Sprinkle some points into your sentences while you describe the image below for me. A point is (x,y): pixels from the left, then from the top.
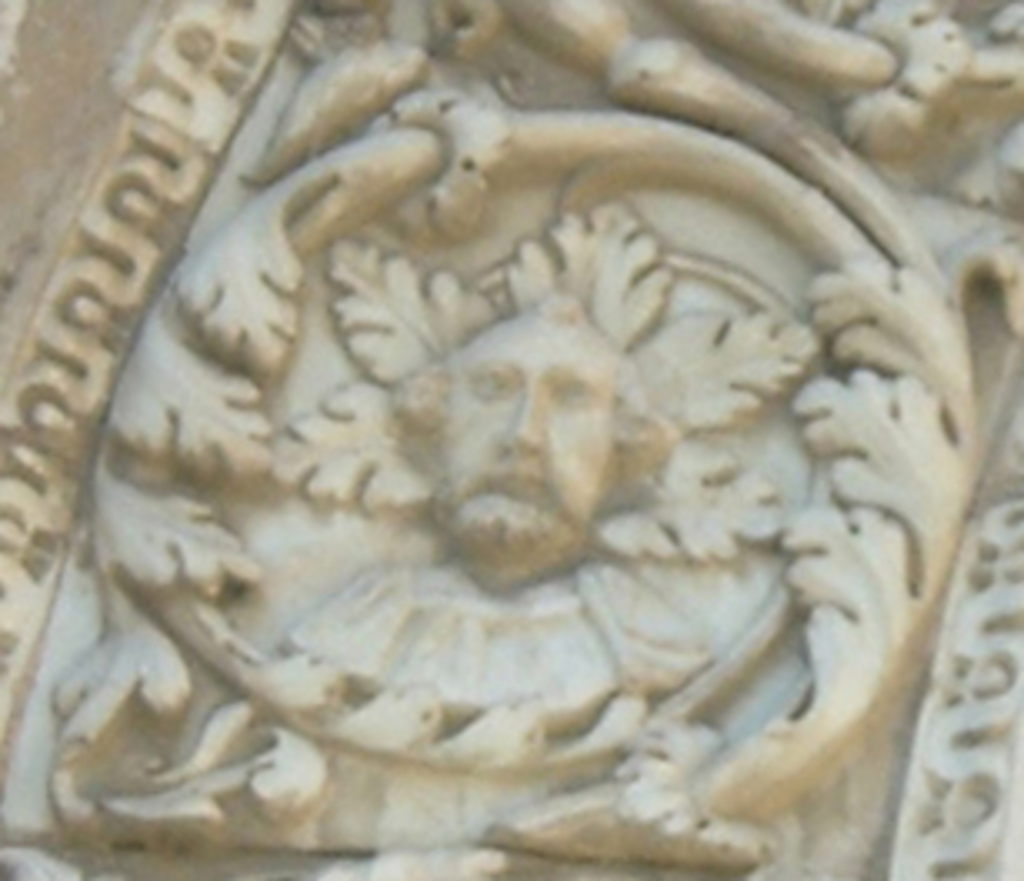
In the center of the image (585,485), we can see a sculpture (410,540).
